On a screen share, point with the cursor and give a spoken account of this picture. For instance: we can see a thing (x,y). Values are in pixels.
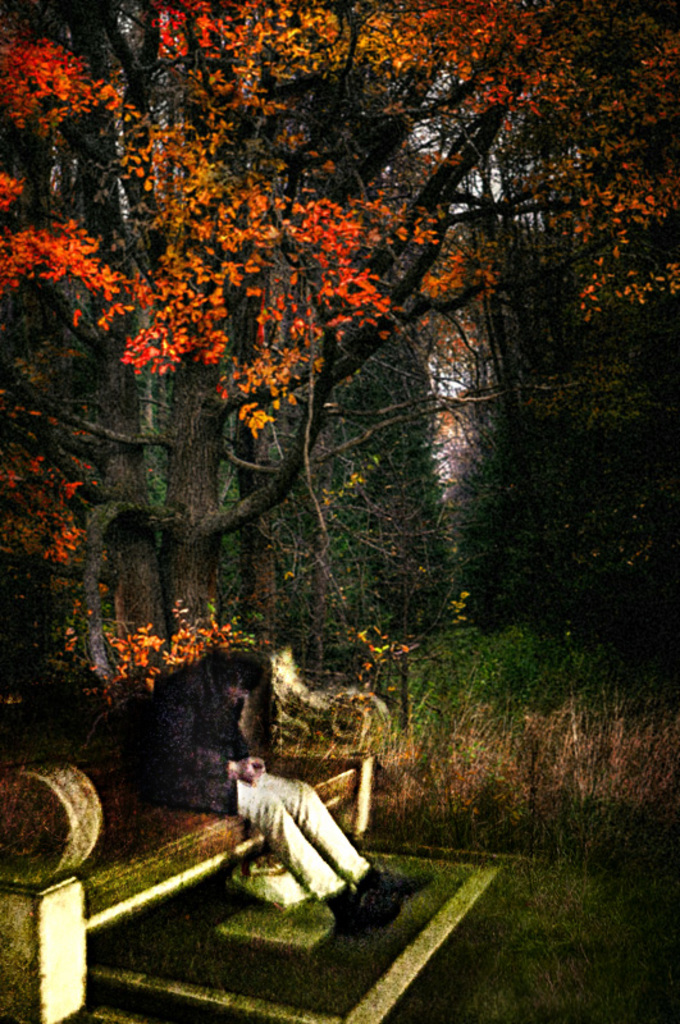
This image consists of an art. At the bottom (180,865) there is a bench (88,806) on that there is a person (251,798) sitting. In the middle (332,413) there are trees (392,454), plants (419,816), land (526,896).
